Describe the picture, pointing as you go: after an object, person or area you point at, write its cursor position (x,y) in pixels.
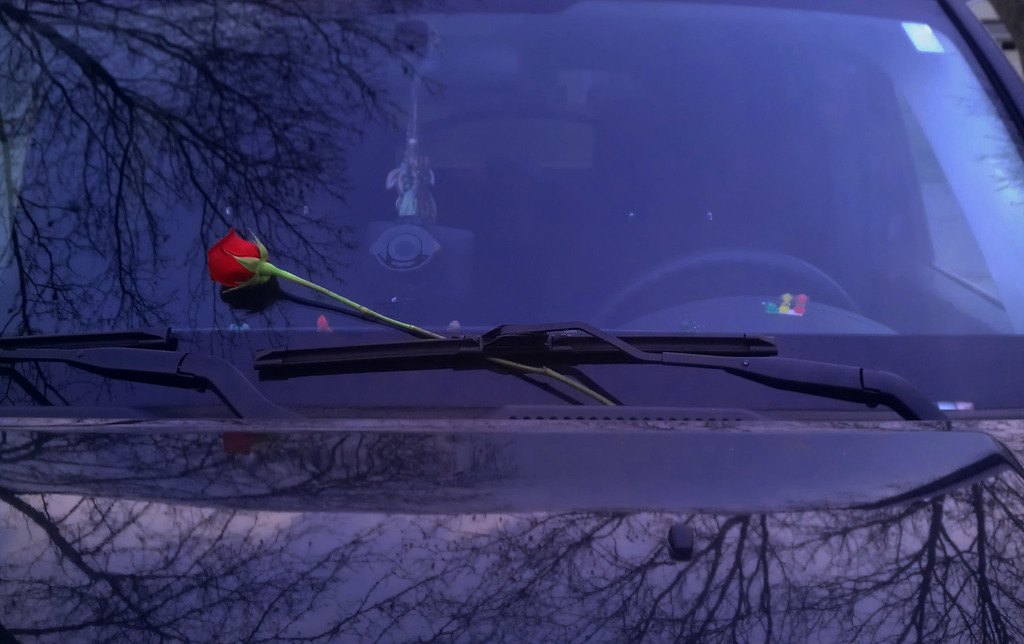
In this picture we can see flower (244,263) on windshield screen (336,260), glass wipers (313,371), through windshield glass (486,208) we can see steering (801,257) and toy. We can see reflection (503,525) of trees (542,578) on a vehicle (501,613).
